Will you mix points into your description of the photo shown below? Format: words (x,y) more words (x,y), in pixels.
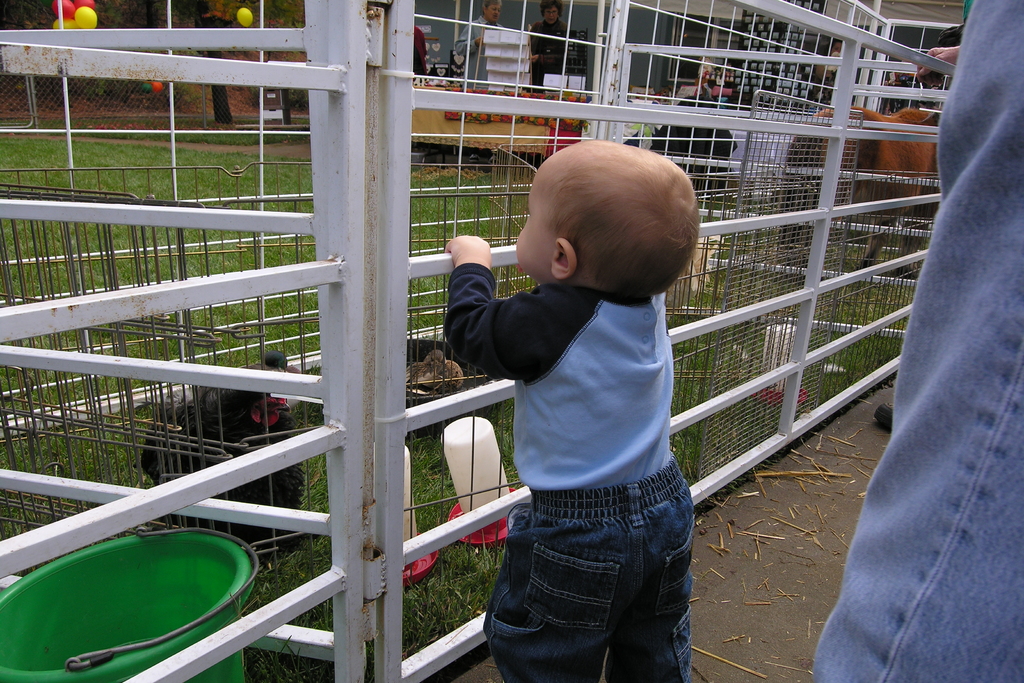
In the center of the image (577,359) there is a child (557,338) staring the hens (267,492) which are on the grass (281,171). Beside the grass (265,309) there is a horse (885,203). In the background of the image (122,117) there is a metal fence (131,86) and we can see the balloons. At the backside of the image (497,21) there are people (423,70) standing in front of the table (443,126) and on top of it there are few objects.
